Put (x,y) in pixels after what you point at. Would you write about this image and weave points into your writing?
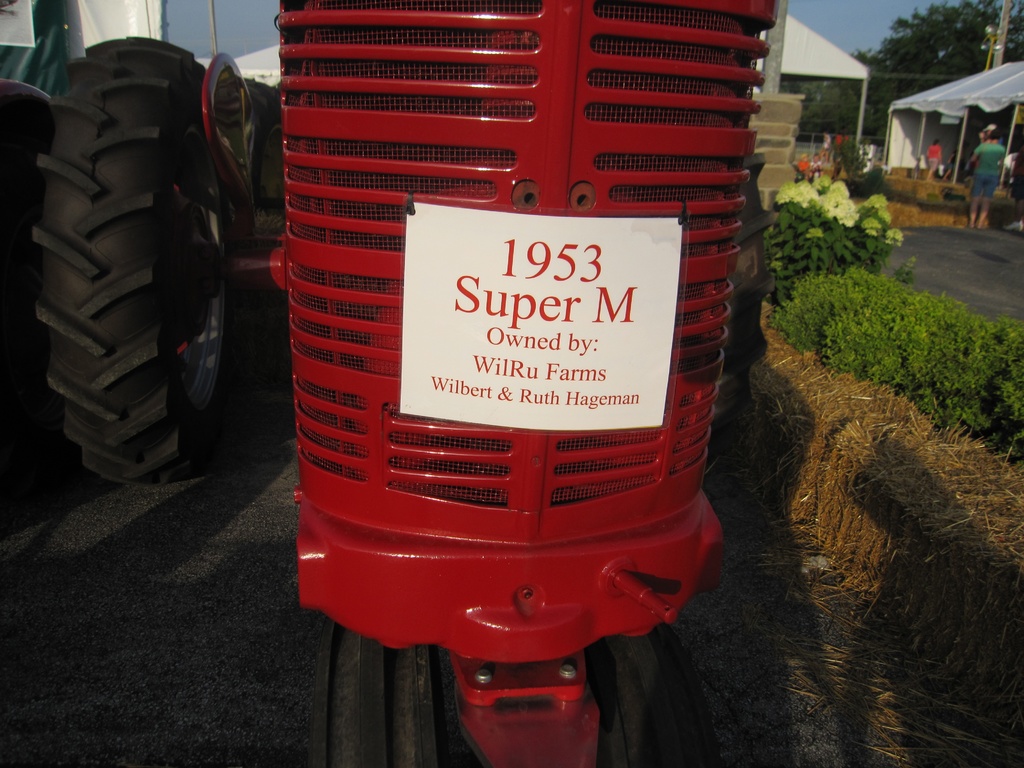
In this picture I can see a tractor (373,173) and a board (542,300) with some text (536,348) on the tractor (684,302) and I can see tents (801,62) and few people (988,190) standing. I can see plants (884,337) and trees (896,55) and I can see flowers (837,187) to the plants (816,223) and dry grass (865,499) on the right side of the tractor (158,53) and a blue sky (807,24).
